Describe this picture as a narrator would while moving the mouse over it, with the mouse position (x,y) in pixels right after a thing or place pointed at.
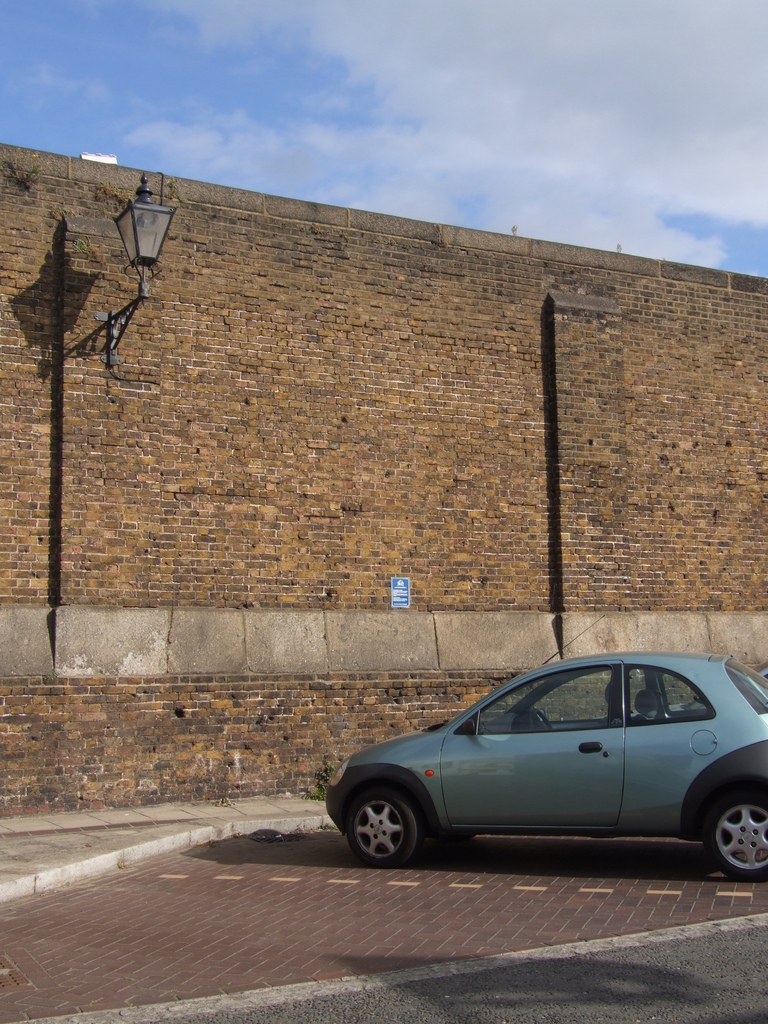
In the middle of the picture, we see a car (640,705) parked on the road (433,1009). At the bottom (655,967), we see the road (547,996). Beside that, we see the footpath (83,835). In the background (93,366), we see the light (127,226) and a wall (396,413) which is made up of brown colored bricks (578,372). At the top (114,61), we see the sky (114,61) and the clouds (598,108).
